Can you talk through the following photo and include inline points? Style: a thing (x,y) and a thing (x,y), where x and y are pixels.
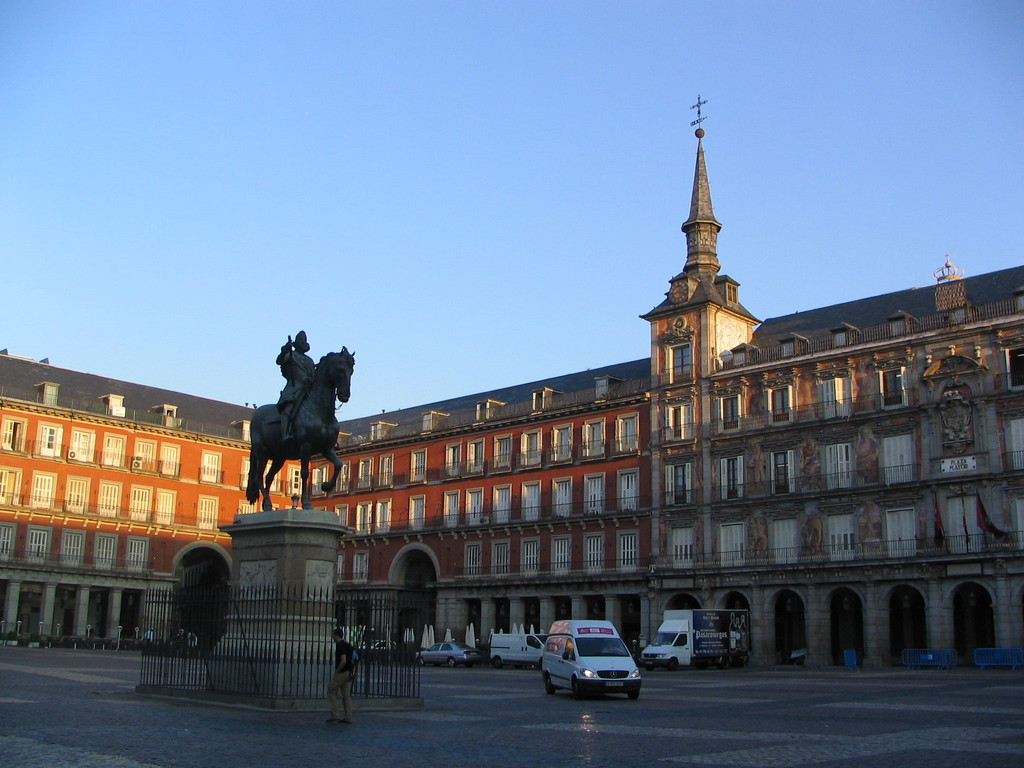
In this picture we can observe a statue (296,428) placed on the pillar (277,538). Around this pillar (268,547) there is a railing (312,614). We can observe a man (348,666) walking here. There some vehicles (596,650) on this path (613,732). We can observe a large building (562,496). In the background (377,206) there is a sky (242,224).
